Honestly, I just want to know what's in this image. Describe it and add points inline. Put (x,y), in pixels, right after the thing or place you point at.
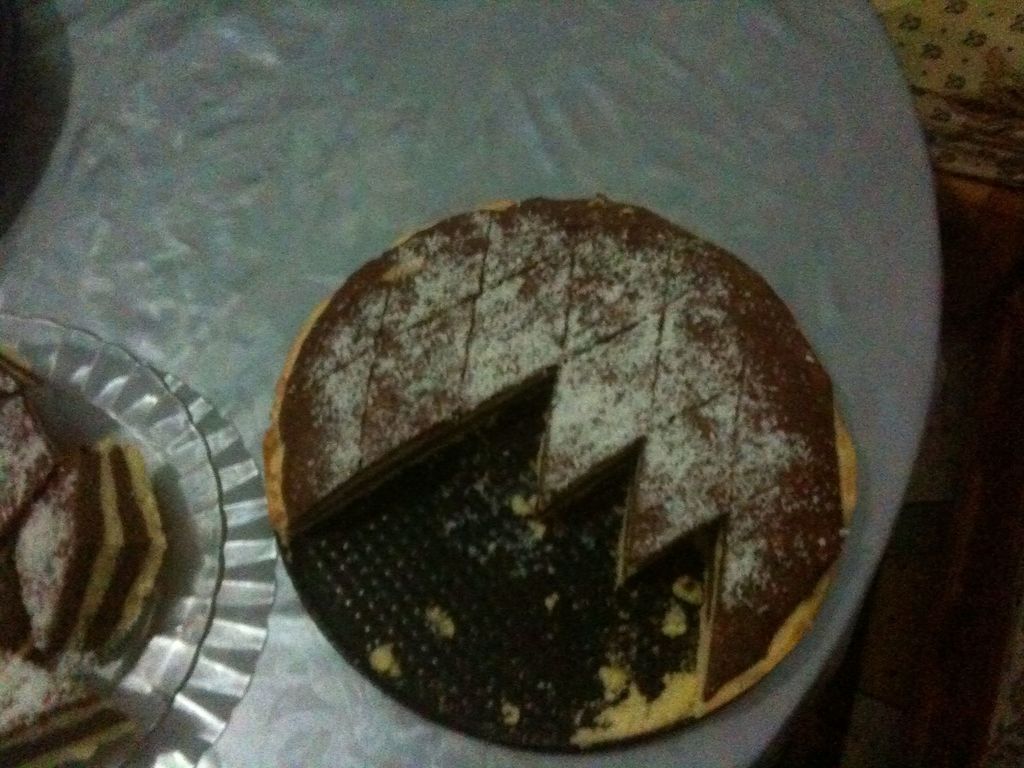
In this picture there is brown color chocolate cake (818,609) placed on the white color table top (118,298).
